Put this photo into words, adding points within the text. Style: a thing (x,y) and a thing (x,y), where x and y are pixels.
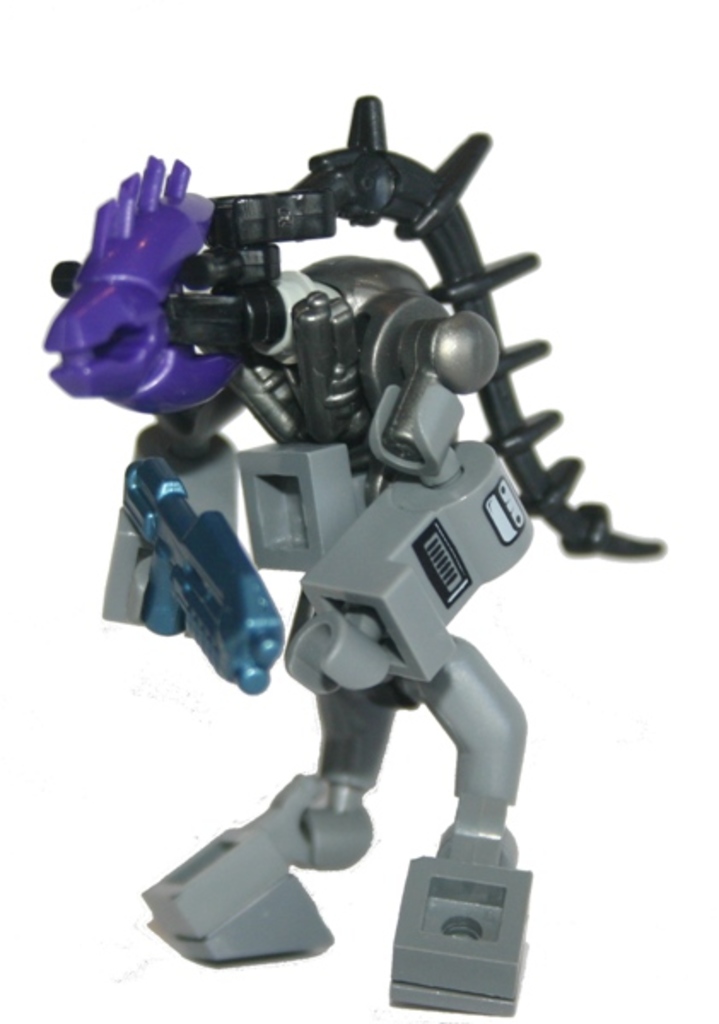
In this picture we can see a toy (198,593) and there is a white background (53,149).
